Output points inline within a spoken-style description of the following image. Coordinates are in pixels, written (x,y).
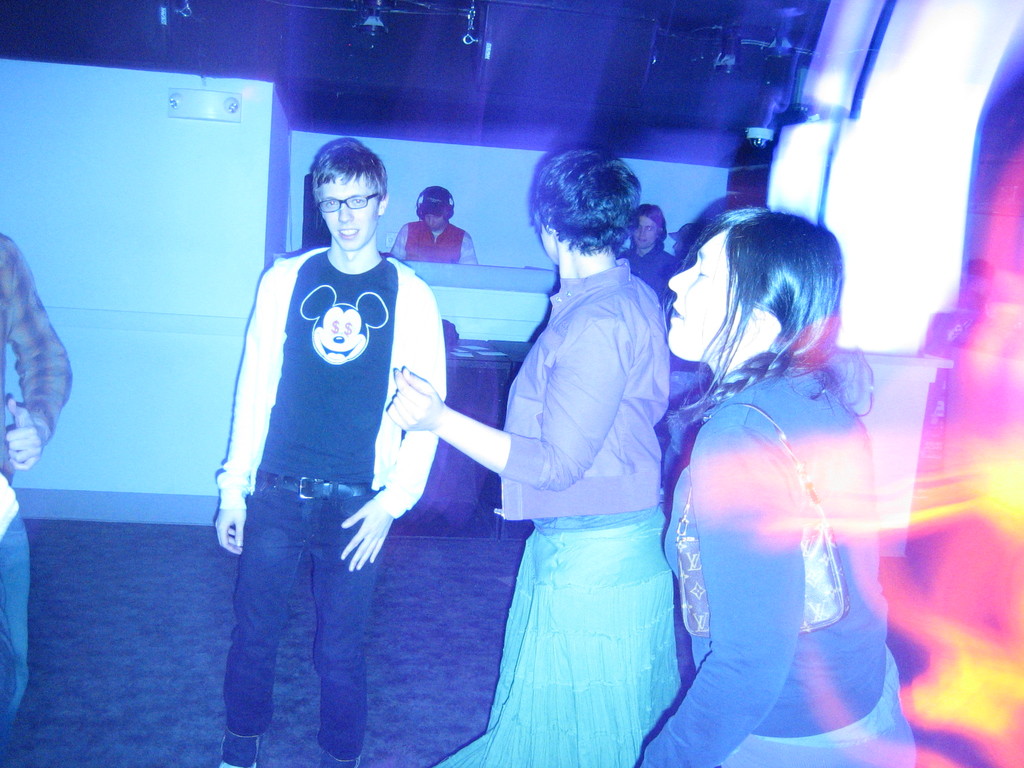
In this image we can see a group of people (410,459) standing on the floor (514,561). On the backside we can see a person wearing headset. We can also see a wall (197,293) and a roof (417,104).
